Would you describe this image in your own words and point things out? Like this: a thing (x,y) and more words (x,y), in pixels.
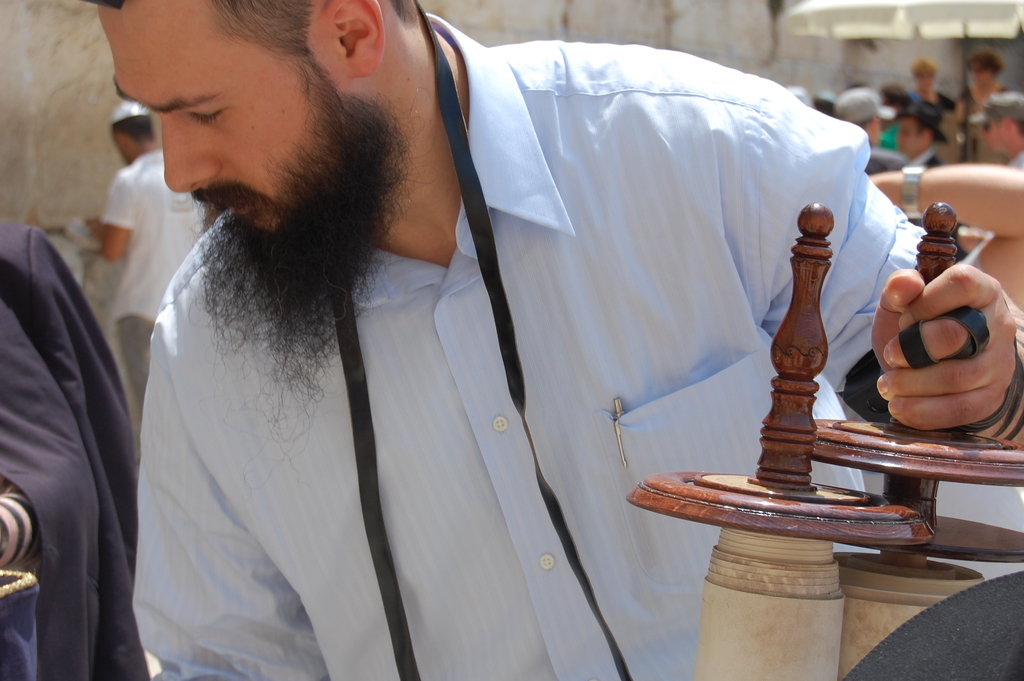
In the image I can see a person (380,286) who is holding the wooden thing (844,490) and behind there are some other people (1000,151).
